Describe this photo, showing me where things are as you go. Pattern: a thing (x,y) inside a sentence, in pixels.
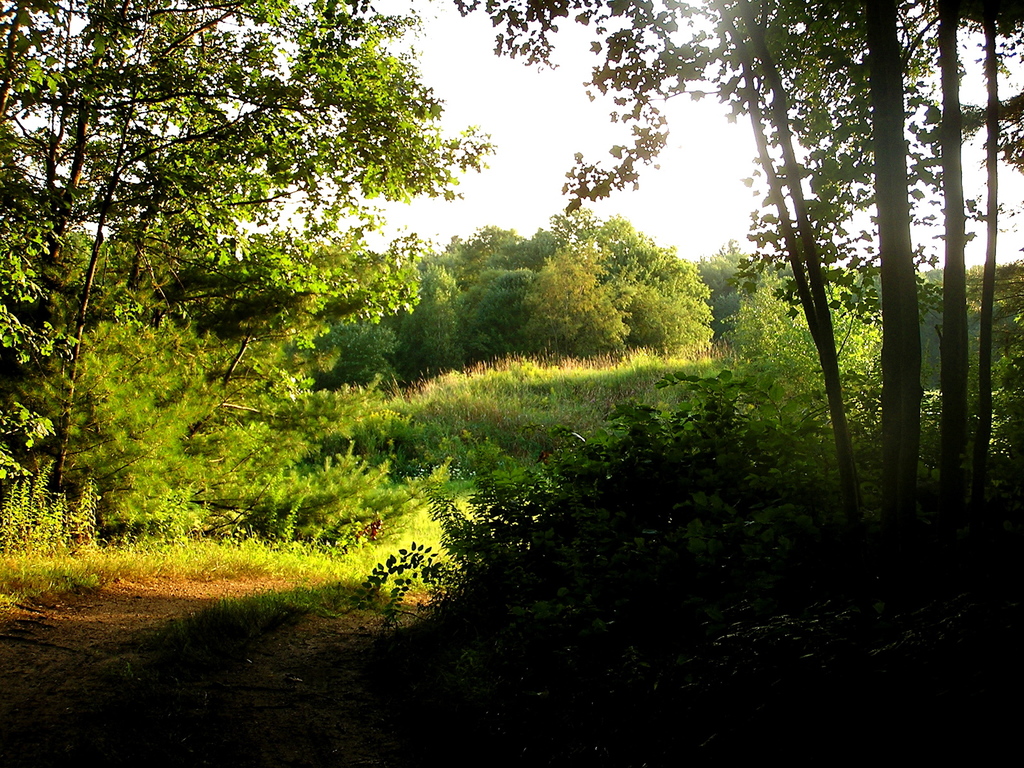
In this picture we can see a path (46,606) and trees (257,431). Behind the trees (483,253) there is a sky (526,120).
